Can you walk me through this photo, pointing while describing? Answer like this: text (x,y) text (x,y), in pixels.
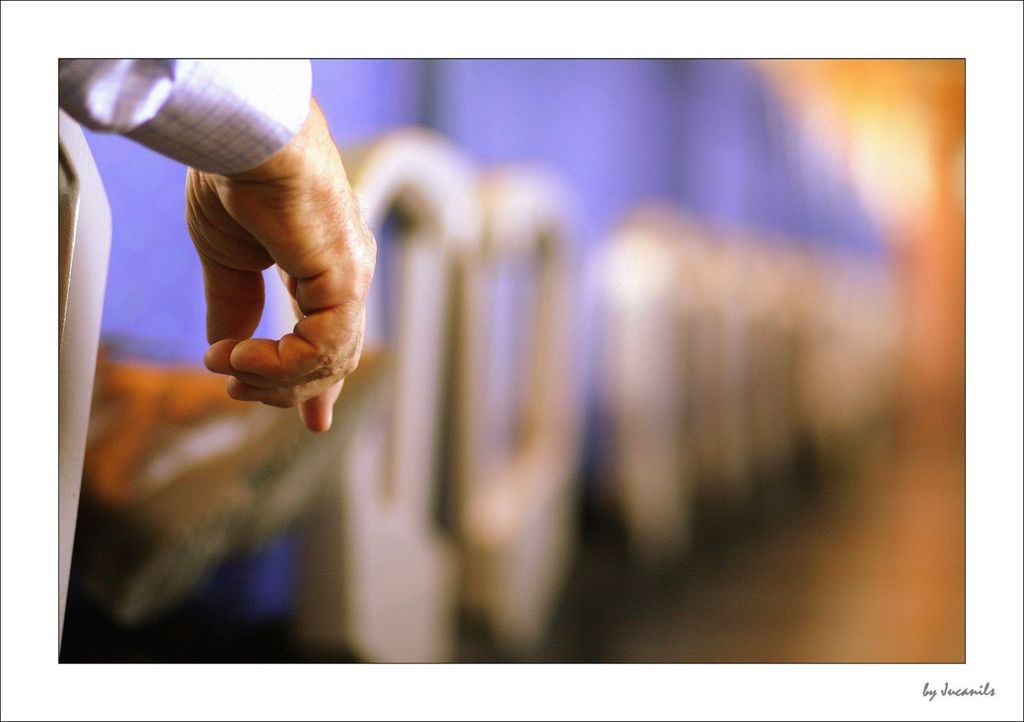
In this image on the left side (217,314) we can see a person's hand (232,325). In the background (423,255) the image is blur but we can see objects (870,301). On the right side (943,681) at the bottom corner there is a text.
